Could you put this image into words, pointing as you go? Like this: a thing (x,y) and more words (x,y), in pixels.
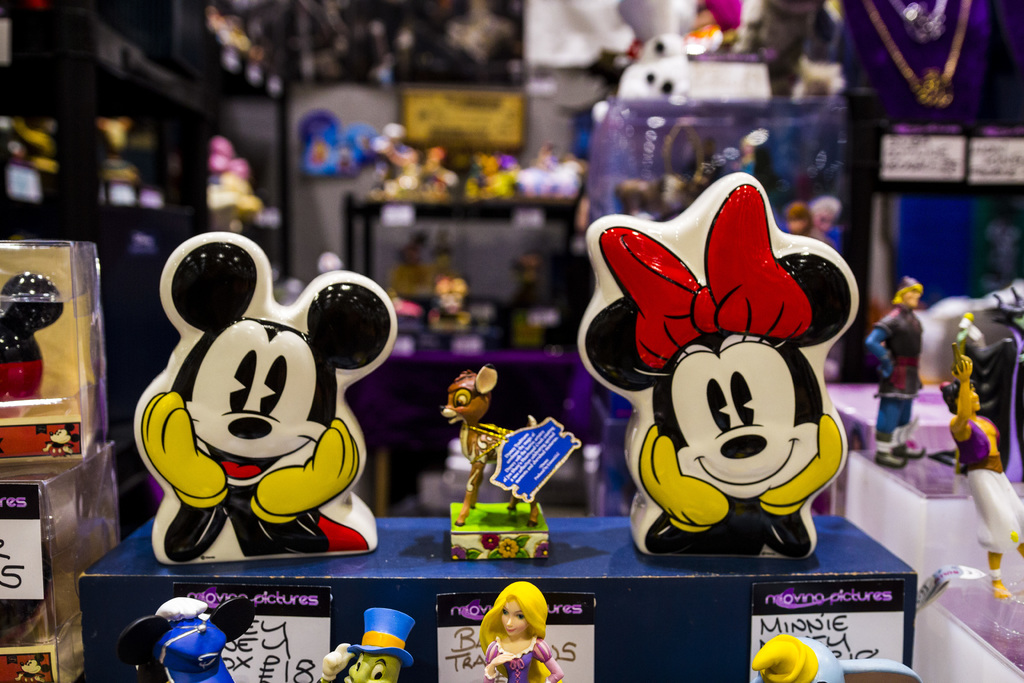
This picture shows store (102,445) with toys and we see price boards (259,645) fixed under the toys (184,633).
